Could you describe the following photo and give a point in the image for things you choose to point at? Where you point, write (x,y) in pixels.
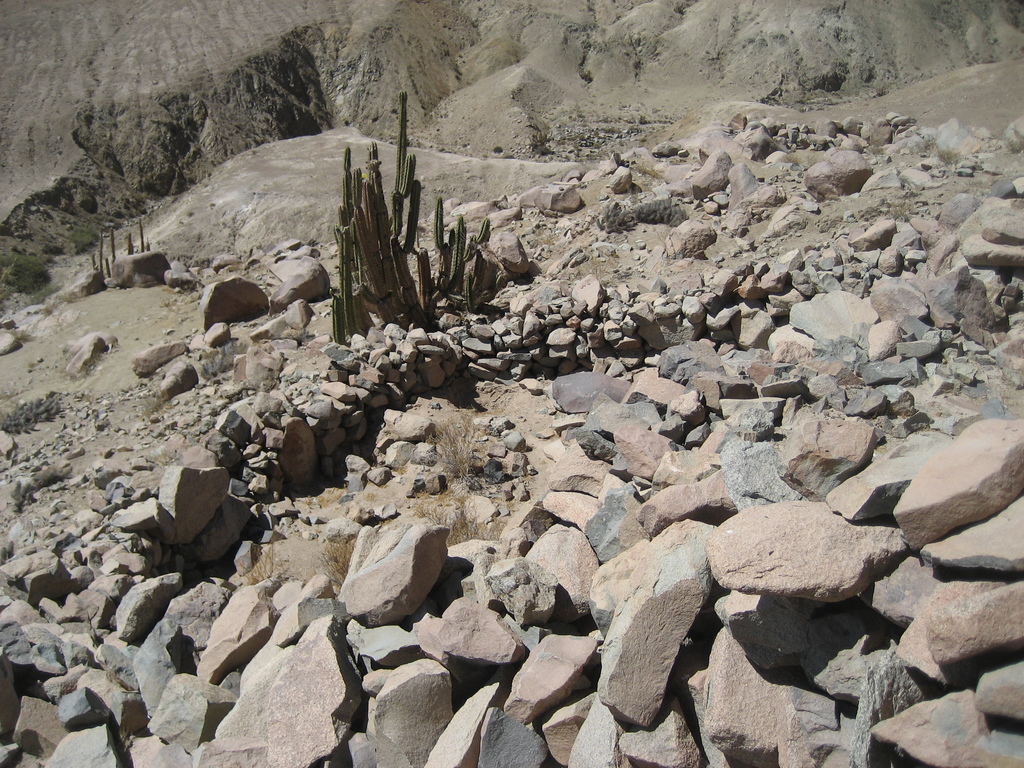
In this image we can see there are cactus plant (375,298) on the surface (515,380) of the rocks (675,448). In the background (605,66) there is a mountain (512,66).
